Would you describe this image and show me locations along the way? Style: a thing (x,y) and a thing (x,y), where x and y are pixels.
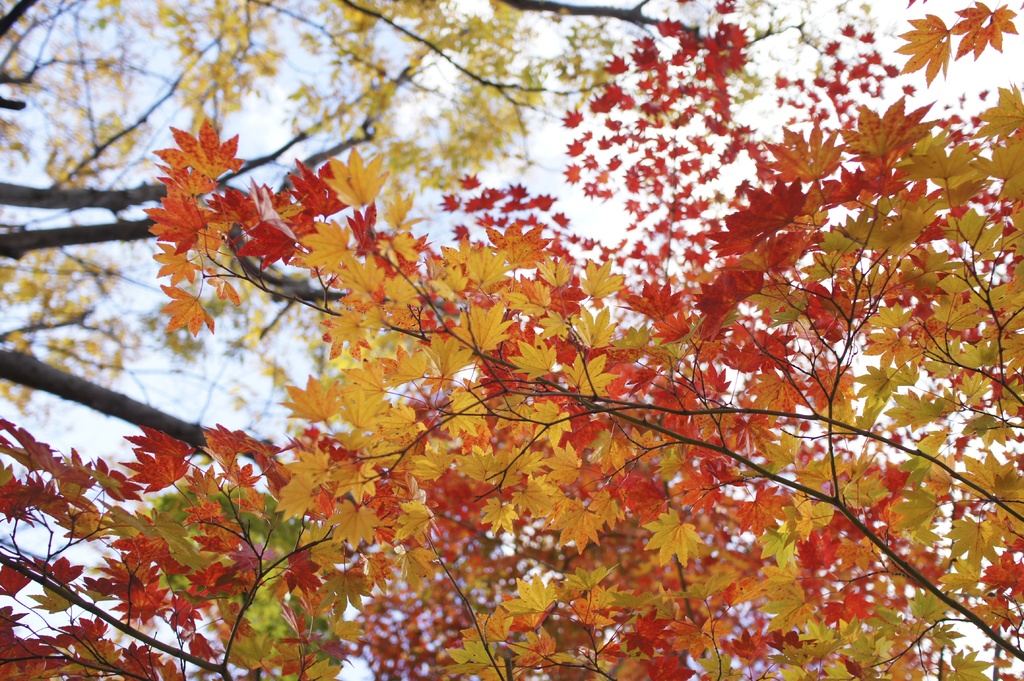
In this image we can see a leaves (318,412) of a trees (365,322), and there is a sky (581,178) in the background (543,166).
